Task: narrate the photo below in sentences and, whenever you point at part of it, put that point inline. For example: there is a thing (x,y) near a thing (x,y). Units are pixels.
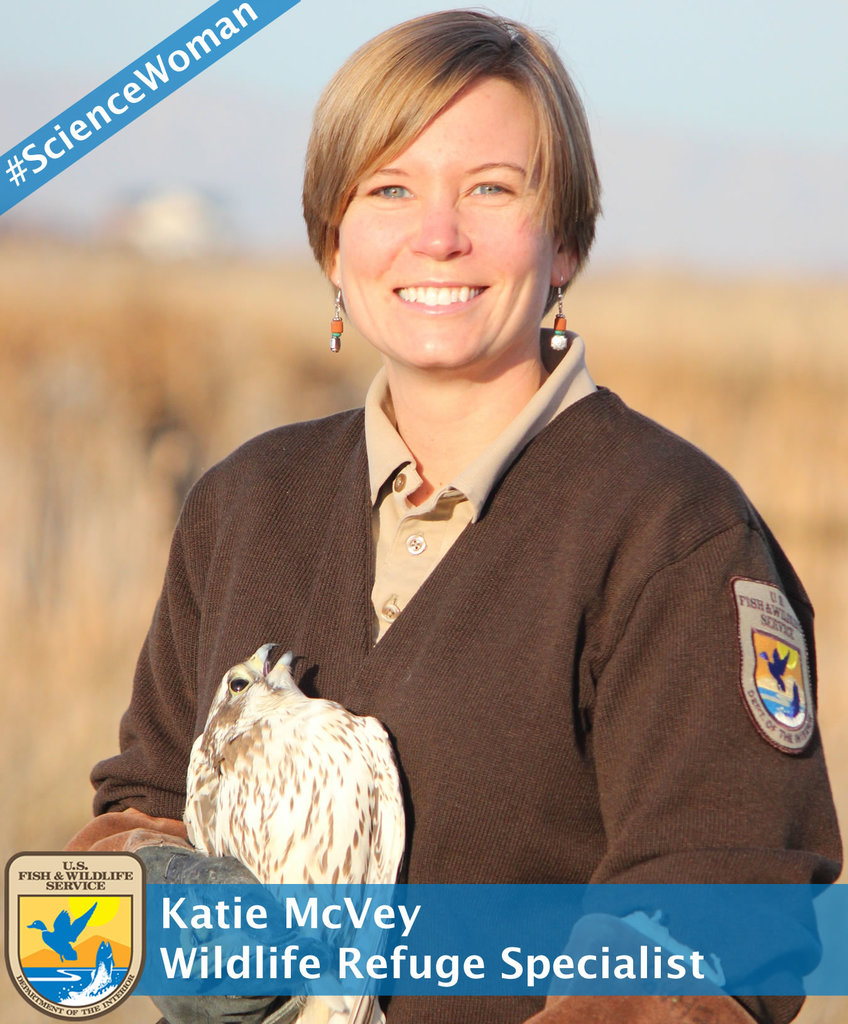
In this picture I can observe a woman (345,472). She is wearing brown color coat (411,651). There is a bird (269,788) in her hand (178,858). She is wearing glove (170,865). The bird (267,780) is in cream and brown color. I can observe some text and logo (111,949) on the bottom of the picture (261,913). The background (45,482) is blurred.
